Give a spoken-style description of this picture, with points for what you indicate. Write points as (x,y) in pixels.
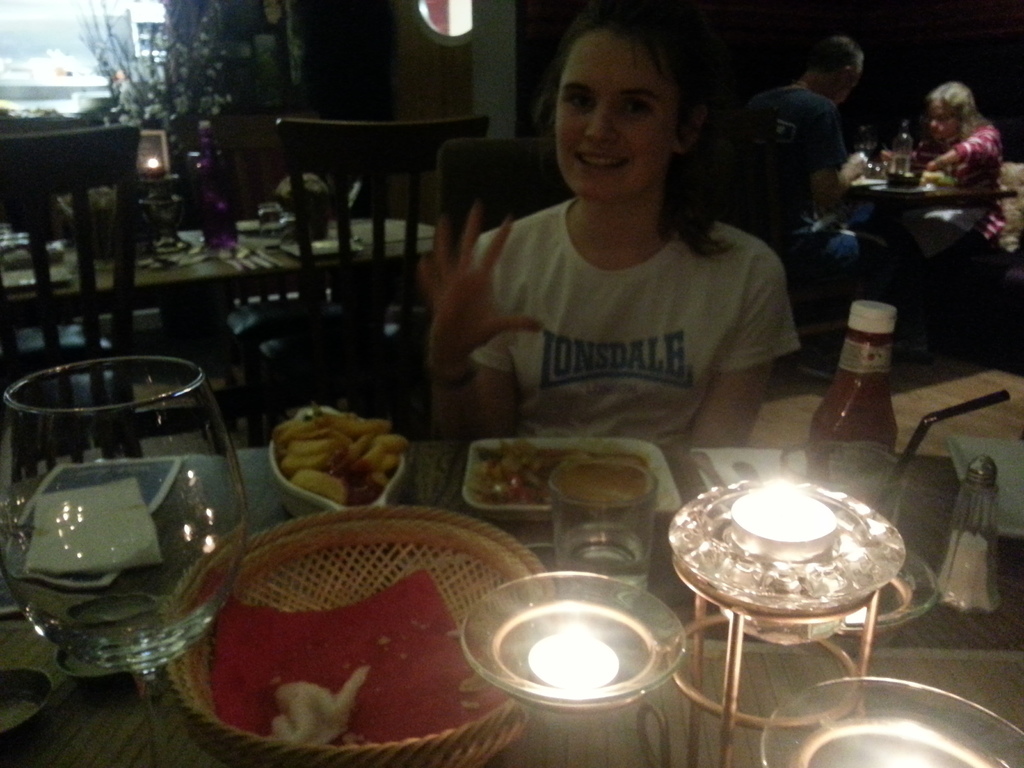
These three persons (590,217) are sitting on the chair (796,259). This is table (1011,624). On the table (950,680) we can see bowl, plate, basket (324,578), glass (559,497), lamp (587,607), ketchup bottle (874,338), food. On the background (353,75) we can see wall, plant (153,72).
